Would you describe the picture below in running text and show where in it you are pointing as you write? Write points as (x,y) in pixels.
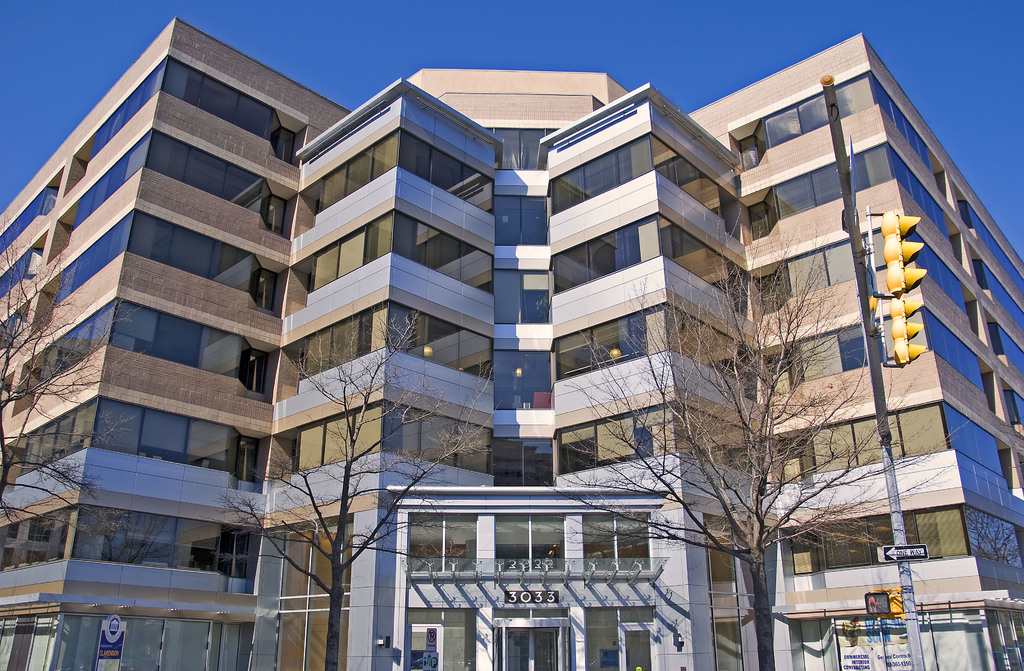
This picture shows buildings (498,96) and we see trees (8,469) and a blue sky (901,56) and a pole (875,332) with traffic signal lights (897,267).
